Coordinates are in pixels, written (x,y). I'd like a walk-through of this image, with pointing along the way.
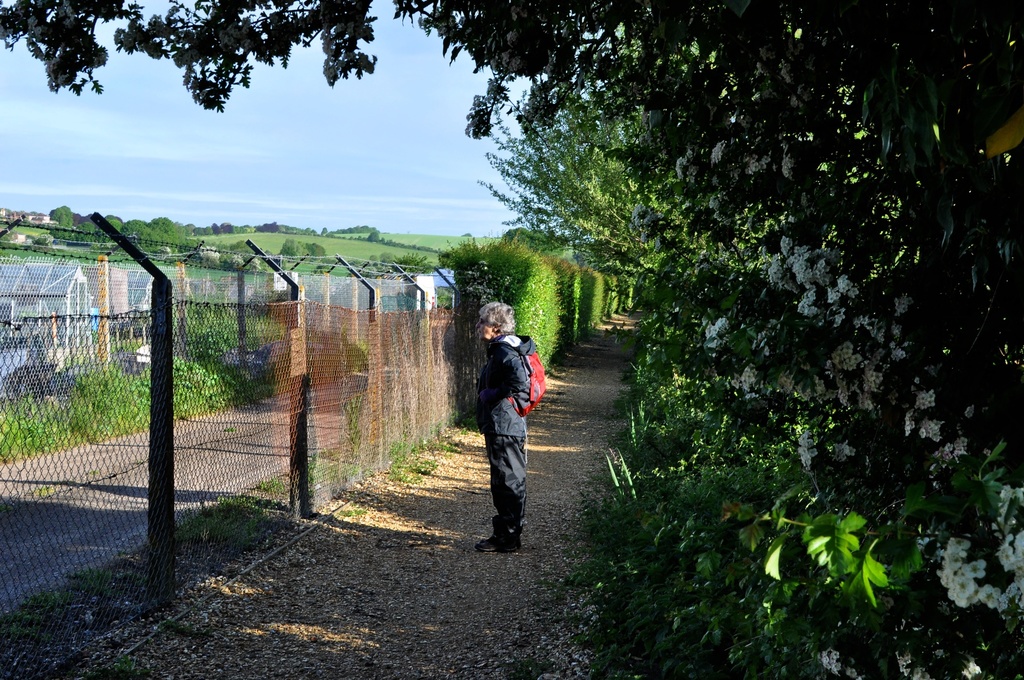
In this image there is a person (521,511) standing in front of the fence (165,389) which is in front of the road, also there are trees (996,107) behind her and there is a grass land (305,241) with trees (313,252).
